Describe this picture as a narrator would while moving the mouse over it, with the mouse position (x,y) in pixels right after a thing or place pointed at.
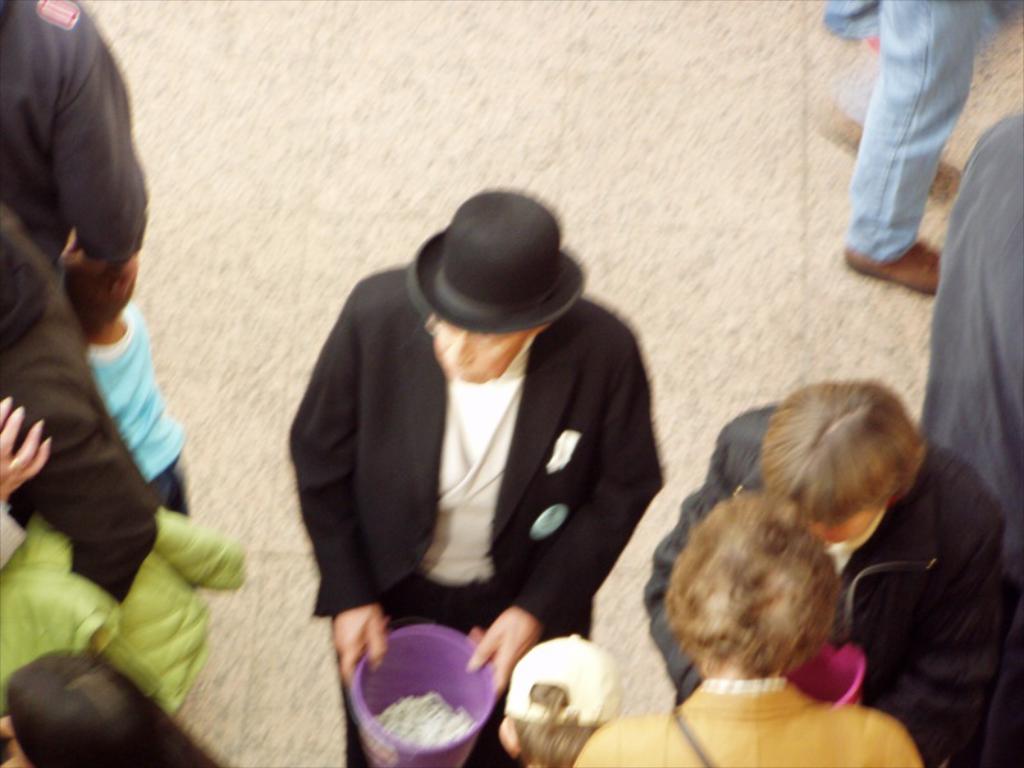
In this image I see people (37,216) in which this man (522,484) is wearing black color suit (386,385) and he is wearing a hat (551,262) and I see that he is holding a purple color box (387,708) in which there are white color things (405,721) and I see the floor (420,50).
